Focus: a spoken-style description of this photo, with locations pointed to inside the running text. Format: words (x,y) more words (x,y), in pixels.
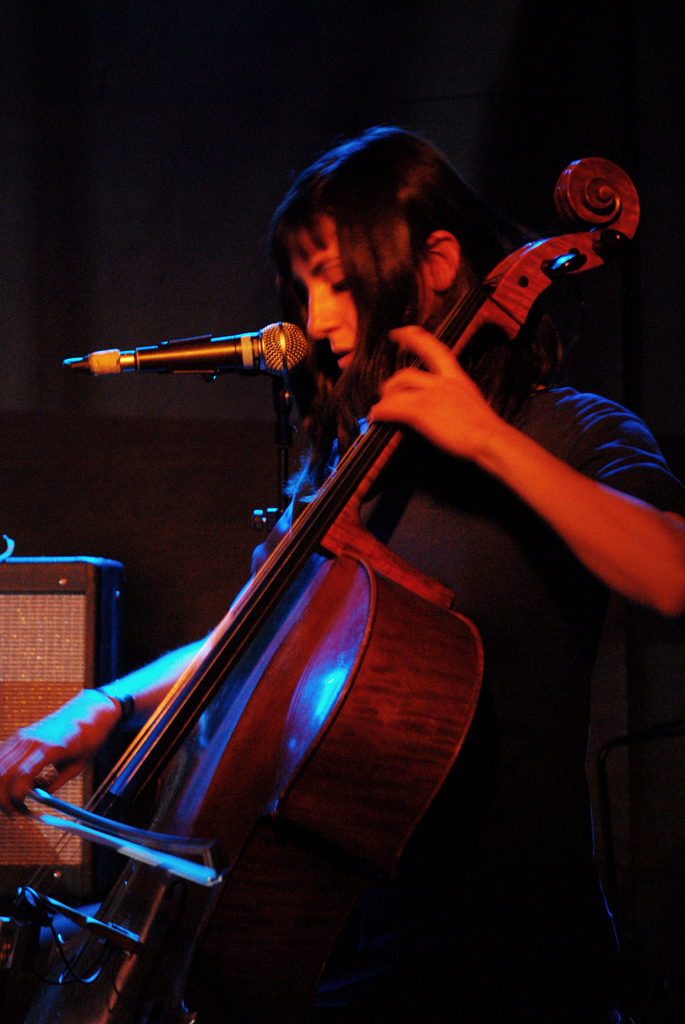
In this picture we can see a person (517,388) is standing and playing Cello (310,560) and singing a song with the microphone (167,353).
